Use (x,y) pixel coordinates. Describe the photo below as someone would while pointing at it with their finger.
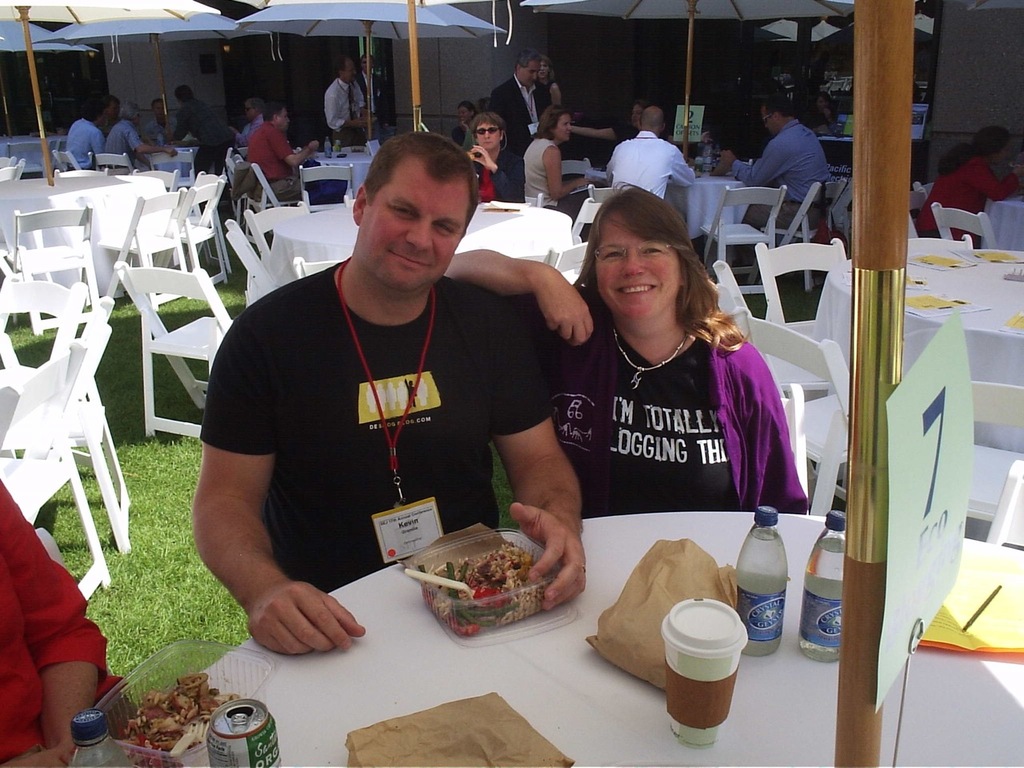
In this image we can see two people (397,516) sitting on chairs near table (426,679). There are food bowls (496,613), covers (500,748), bottles (824,573) and tins (211,753) on the table (580,689). In the background (170,386) we can see tables (282,251) and chairs (91,326), umbrellas (350,4) and people (997,130).
